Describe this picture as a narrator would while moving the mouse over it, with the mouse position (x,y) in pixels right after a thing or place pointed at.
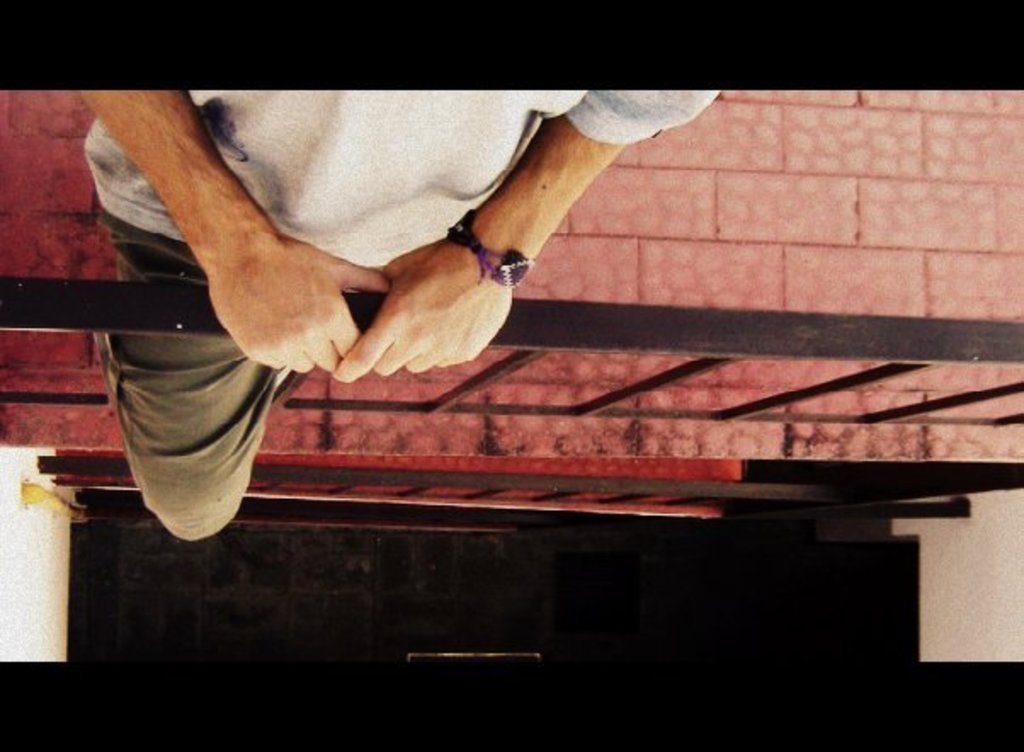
This image consists of a man (236,375) holding on. In front of him, there is a railing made up of metal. At the bottom (859,643), it looks like a wall (968,556).
